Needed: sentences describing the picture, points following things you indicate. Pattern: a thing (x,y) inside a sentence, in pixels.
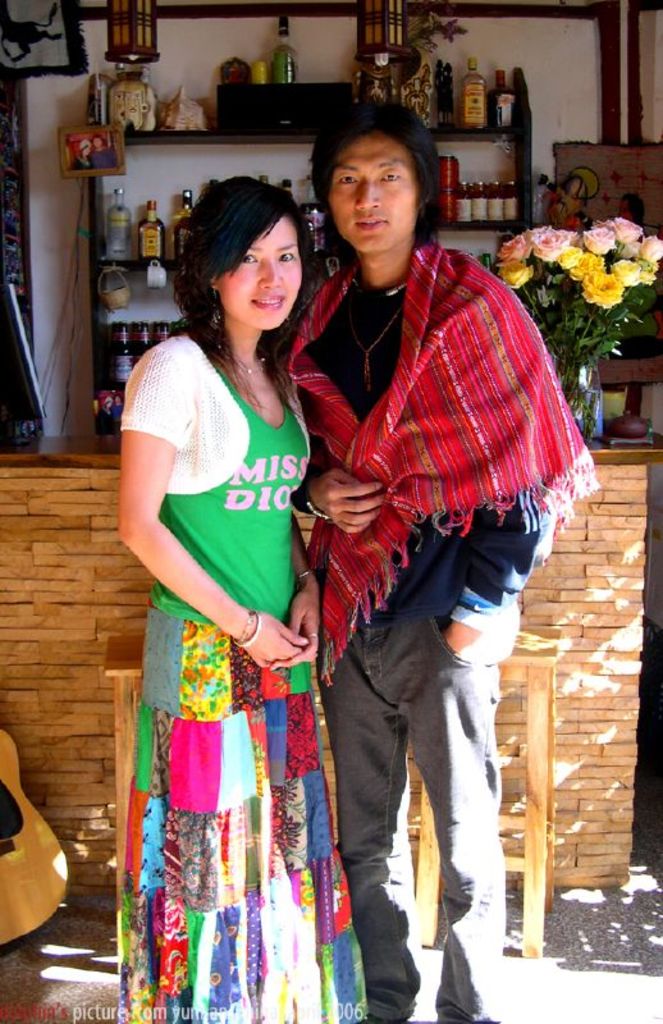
In this image i can see a man (433,531) and a woman (153,597) is standing and smiling together. Behind these people (519,351) i can see there is a table (104,498) and a shelf (250,168) with glass bottles (175,226) on it.
